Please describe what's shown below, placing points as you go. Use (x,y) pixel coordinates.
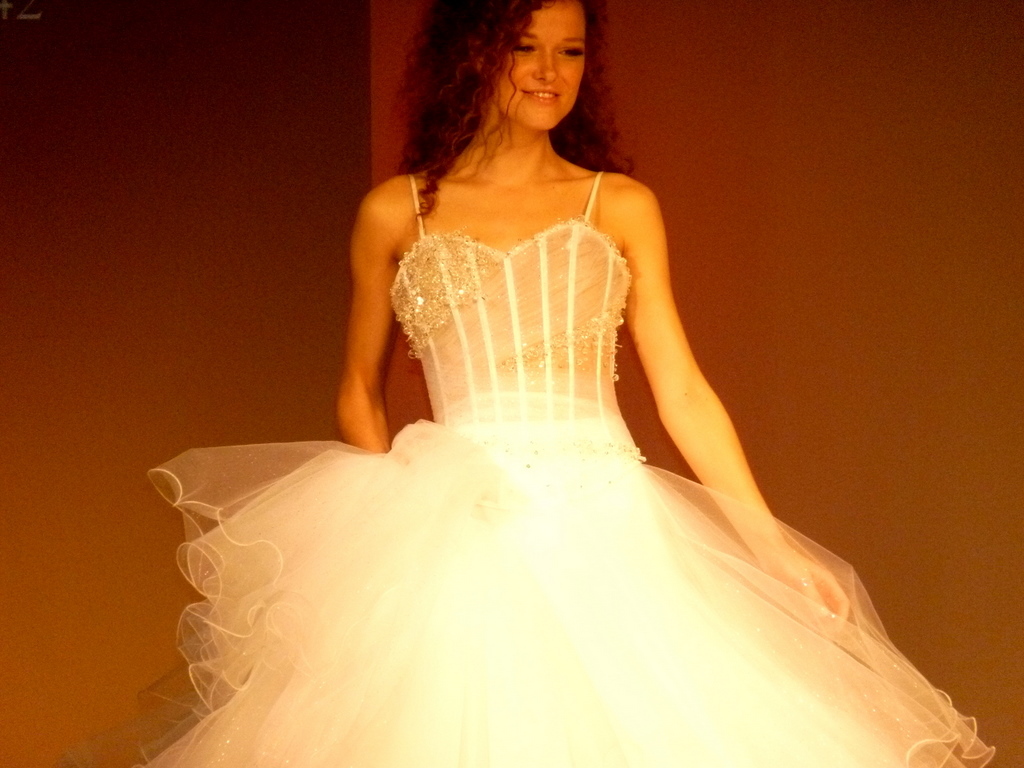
In this image we can see a woman (562,446) standing. On the backside (339,292) we can see a wall (244,328).
